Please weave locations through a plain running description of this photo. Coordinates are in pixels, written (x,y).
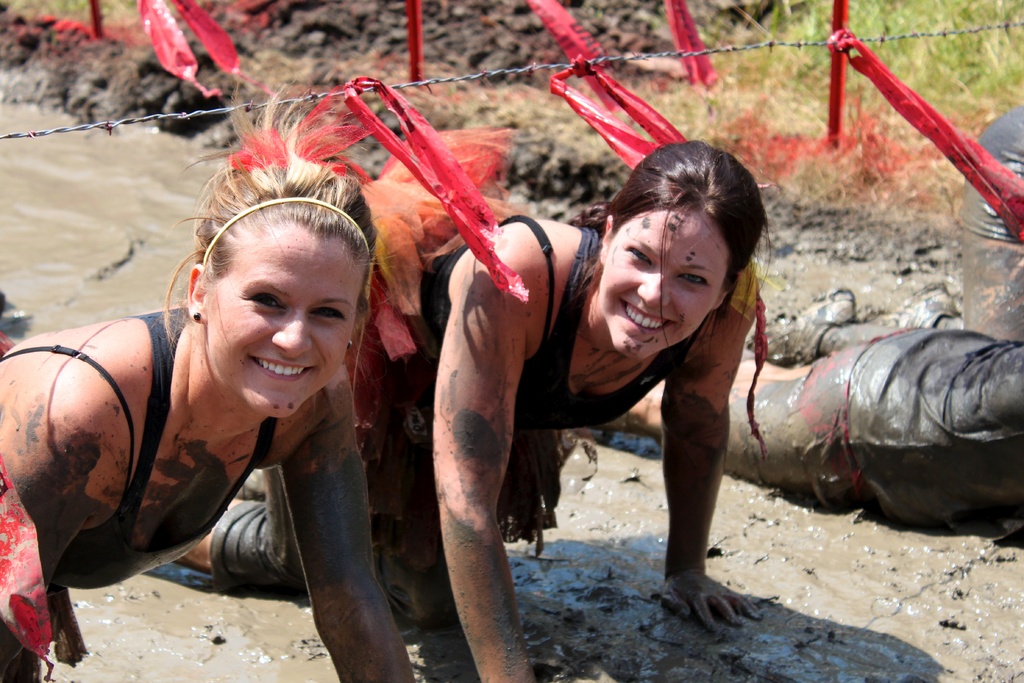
In this image there are four persons (676,399) playing in mud (949,290) at the top (914,33) there is a wire (489,73).
